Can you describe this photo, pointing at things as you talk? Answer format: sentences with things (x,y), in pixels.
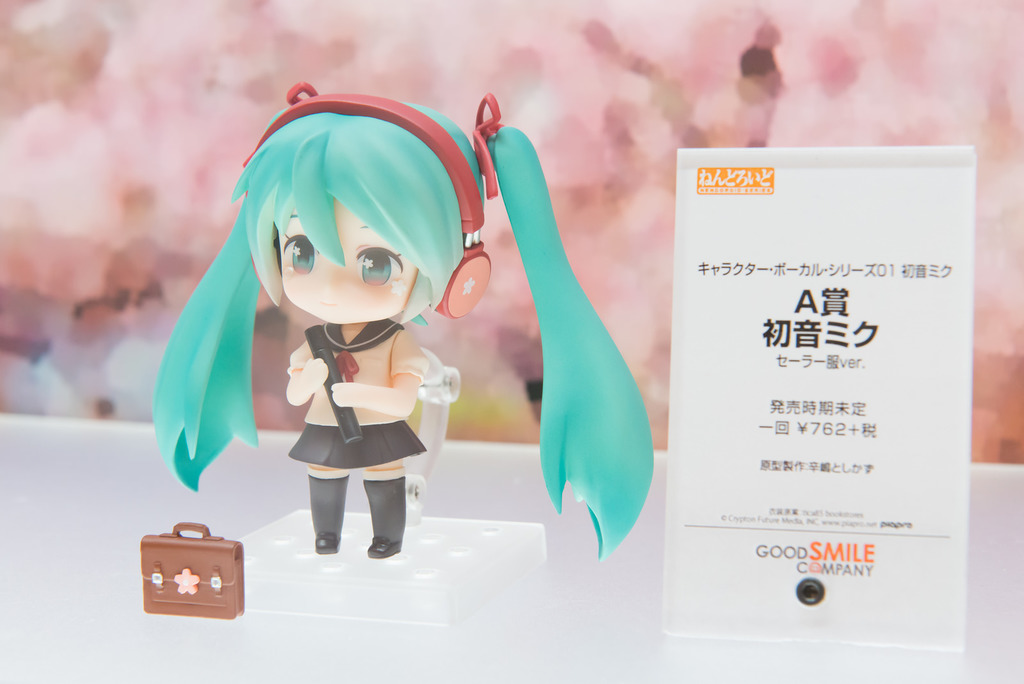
This is a photo, in this image in the center (355,454) there is one girl (361,411) and suitcase (243,565) and one board (713,439). On the board (752,401) there is some text (783,275).
